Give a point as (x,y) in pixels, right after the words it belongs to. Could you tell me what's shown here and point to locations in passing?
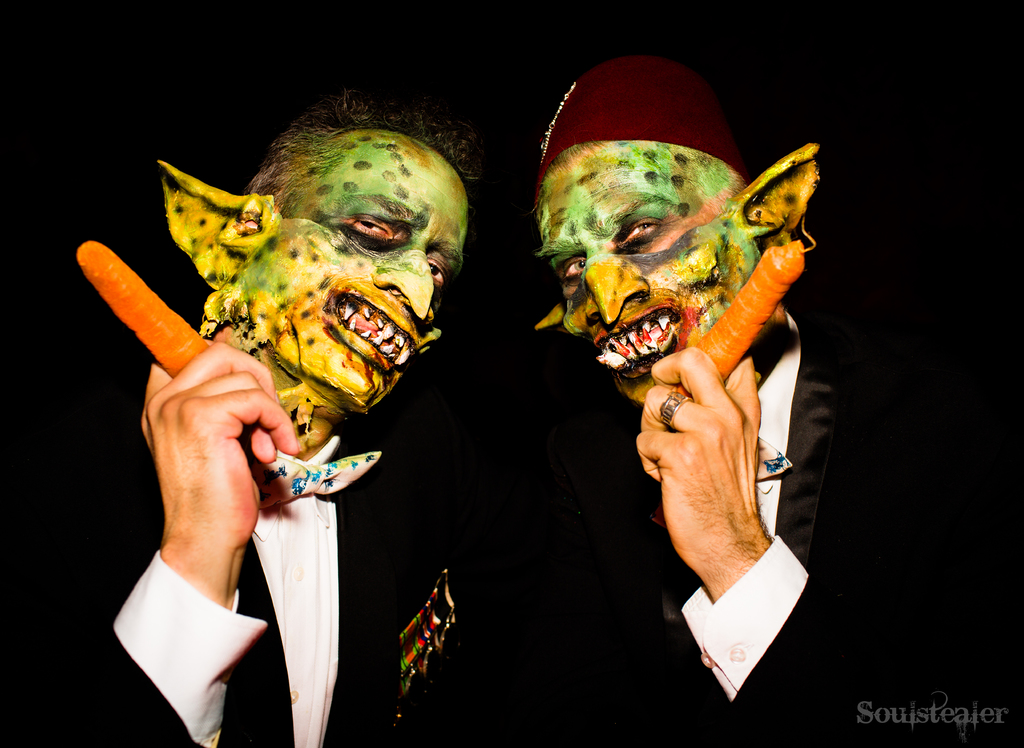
In the image we can see there are two people (716,255) standing and they have painted their face (339,335) as monster. They are wearing formal suit (801,418) and holding carrot (748,285) in their hand (734,524).
